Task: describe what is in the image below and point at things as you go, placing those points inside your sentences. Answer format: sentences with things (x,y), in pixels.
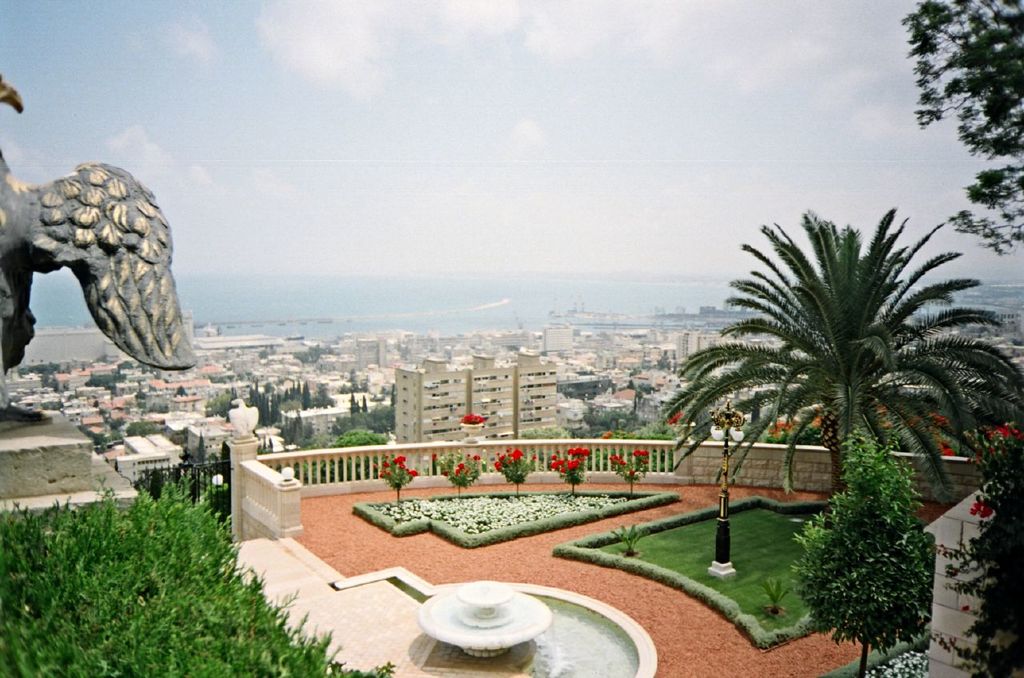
This image is clicked outside. There are trees (986,202) and bushes (195,664) on the right side (937,393) and left side (143,580). There is a fountain (489,601) at the bottom (406,593). There is the statue (89,218) on the left side (153,310). There are buildings (103,398) in the middle (569,364). There is sky (572,104) at the top (516,130).
